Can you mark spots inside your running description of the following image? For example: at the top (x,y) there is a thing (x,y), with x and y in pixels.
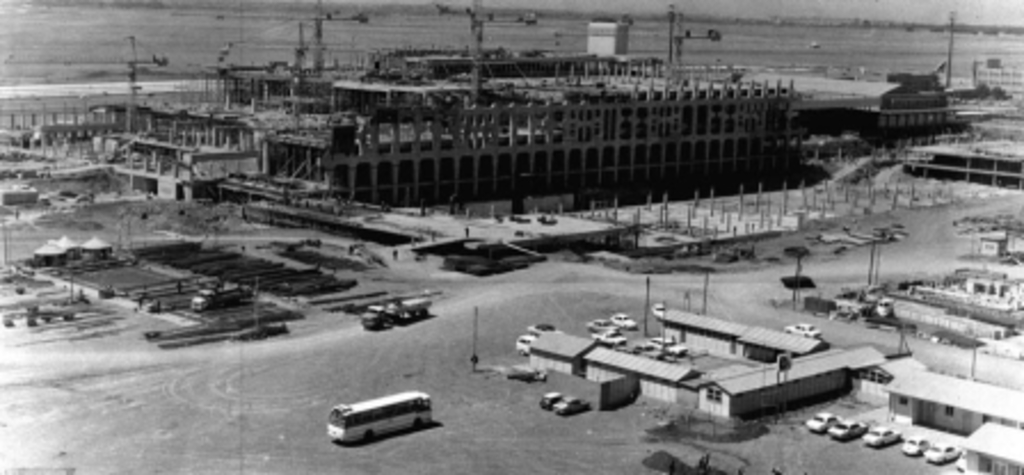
This is a black and white image. In this image we can see many buildings (742,348), vehicles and poles (473,305). And we can see construction of a building (624,118). In the background (336,40) it is looking blur.
